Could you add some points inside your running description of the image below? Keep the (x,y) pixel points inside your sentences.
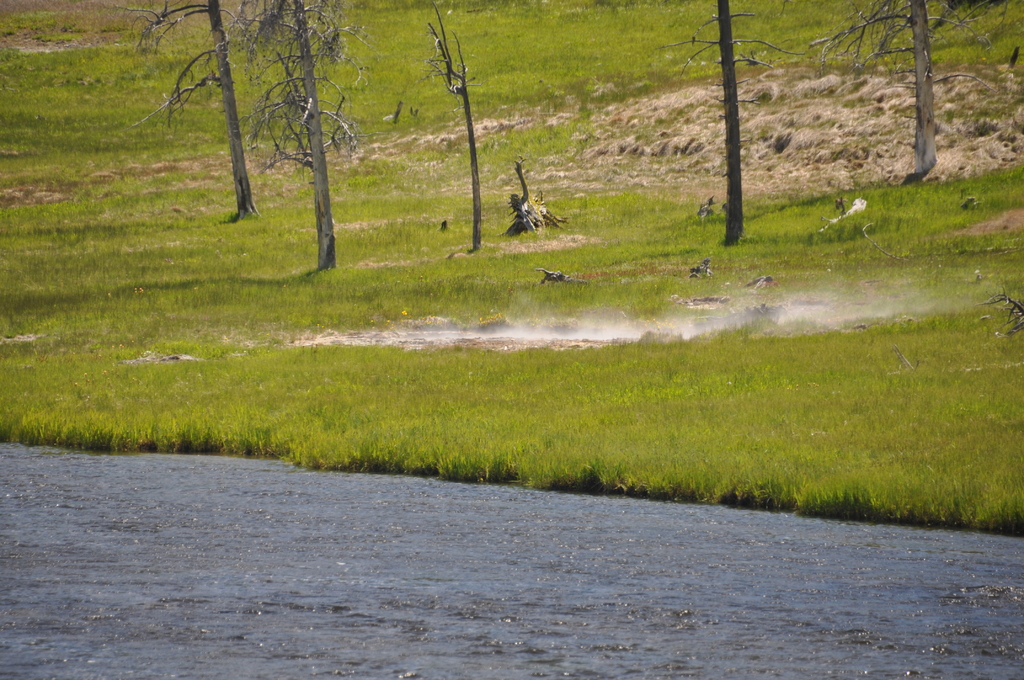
In this picture there are trees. At the bottom (884,459) there is grass (548,423) and there is water (511,536) and there might be smoke (698,316).
